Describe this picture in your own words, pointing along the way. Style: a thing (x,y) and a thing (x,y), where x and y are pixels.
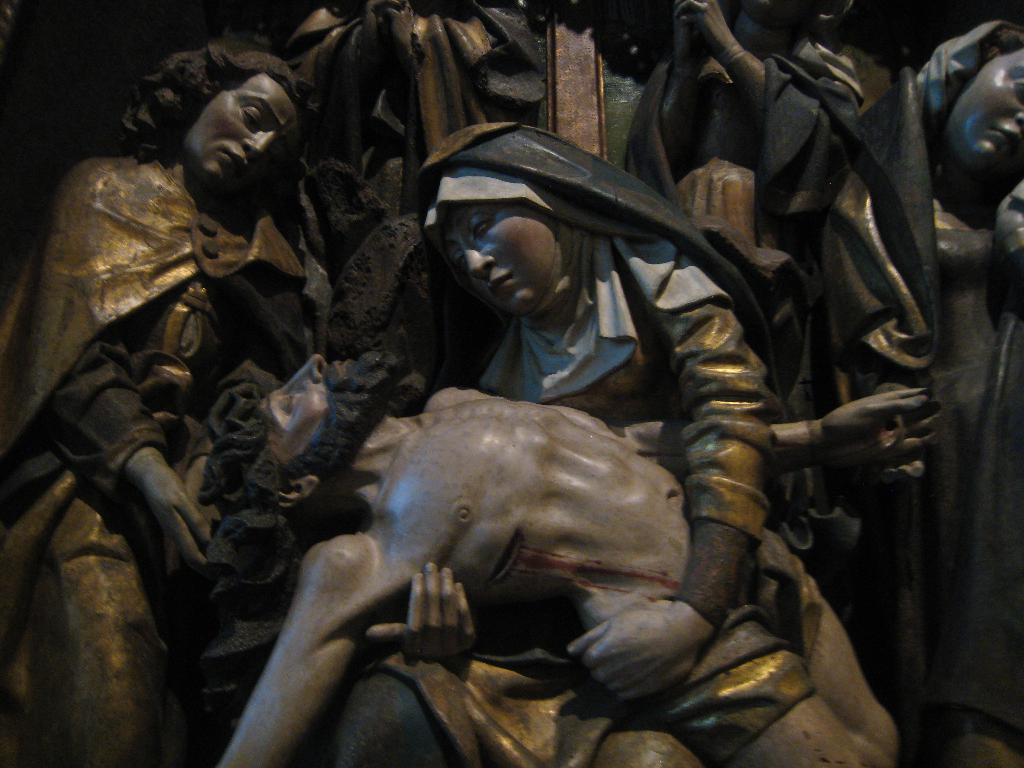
Total image is covered with sculptures (609,345).
